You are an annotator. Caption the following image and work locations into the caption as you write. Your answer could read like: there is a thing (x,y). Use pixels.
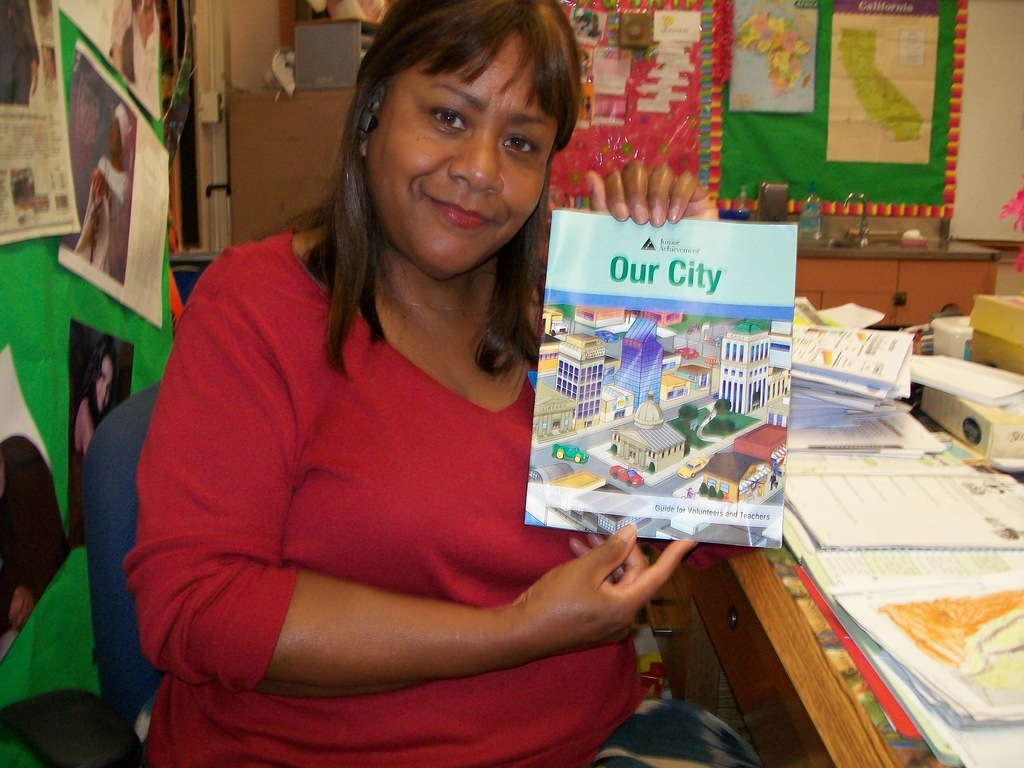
In this image we can see a woman (505,396) holding a book (534,418) sitting beside a table (797,625) containing a group of books (910,586). On the backside (835,127) we can see some charts (666,95) pasted on a wall (675,106). We can also see a sink (864,242) and a bottle (814,217) on a table (872,266).
